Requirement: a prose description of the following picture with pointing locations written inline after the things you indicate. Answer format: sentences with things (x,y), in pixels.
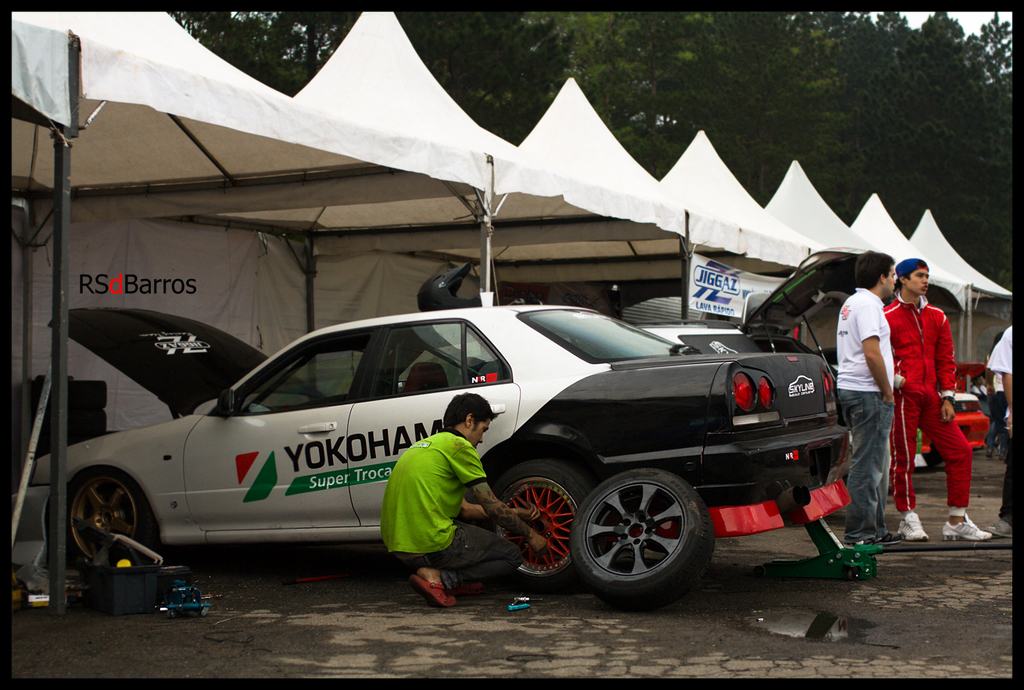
In this image I can see the vehicles (494,402) under the tent (290,216). I can see the board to the tent (305,182). To the side of these vehicles (476,387) I can see the group of people (857,478) with different color dresses (933,440). I can see the jack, basket (107,595) and few objects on the road (717,639). In the background (773,171) I can see many trees (772,70) and the sky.
